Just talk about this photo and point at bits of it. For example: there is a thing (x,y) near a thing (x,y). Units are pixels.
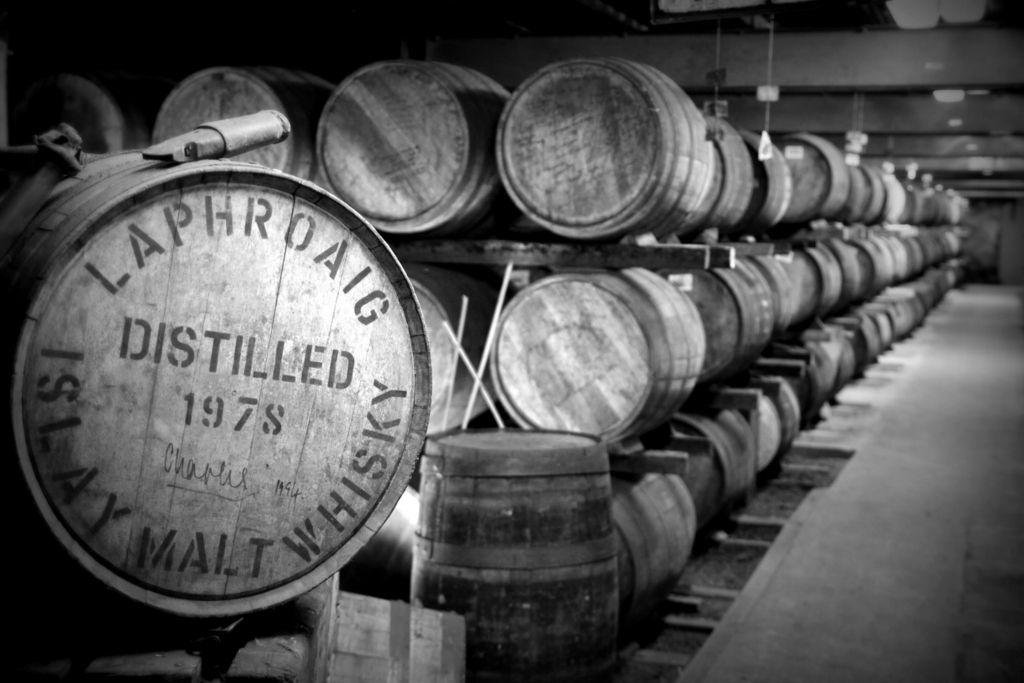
This is a black and white image. In this image we can see barrels (504,153) on racks (592,249). On the barrel (254,326) something is written.
